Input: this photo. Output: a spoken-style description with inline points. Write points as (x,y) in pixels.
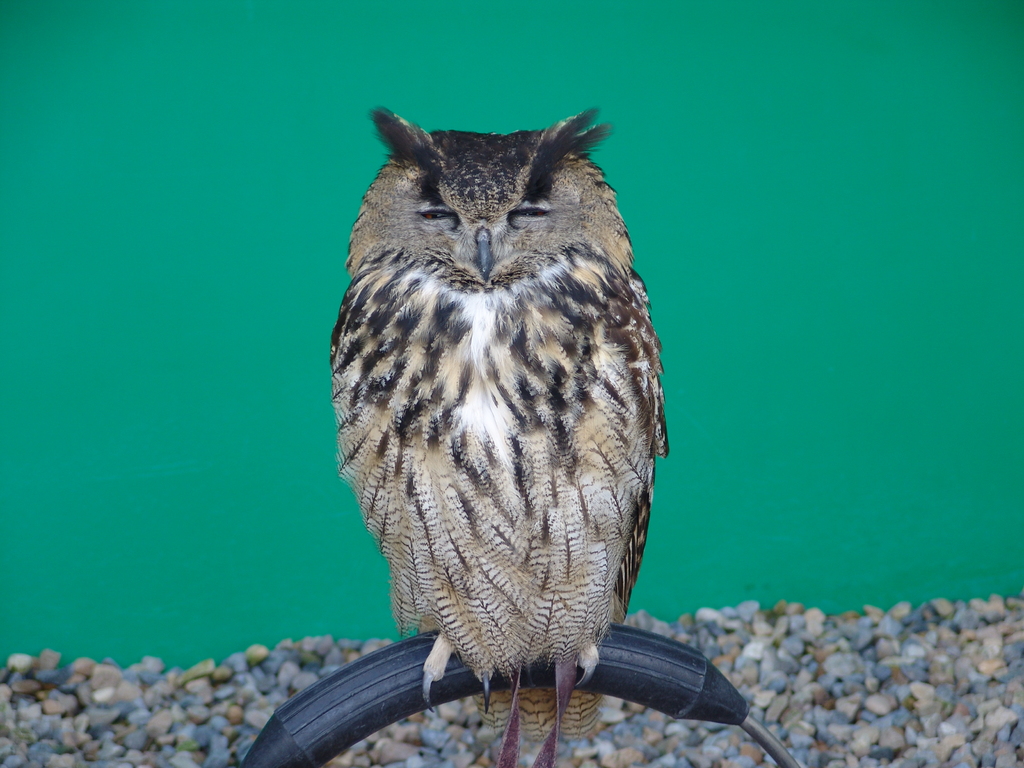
Here we can see an owl (466,341) on an object (438,691). In the background (345,651) there are small stone (27,666) and green color wall (635,142).
